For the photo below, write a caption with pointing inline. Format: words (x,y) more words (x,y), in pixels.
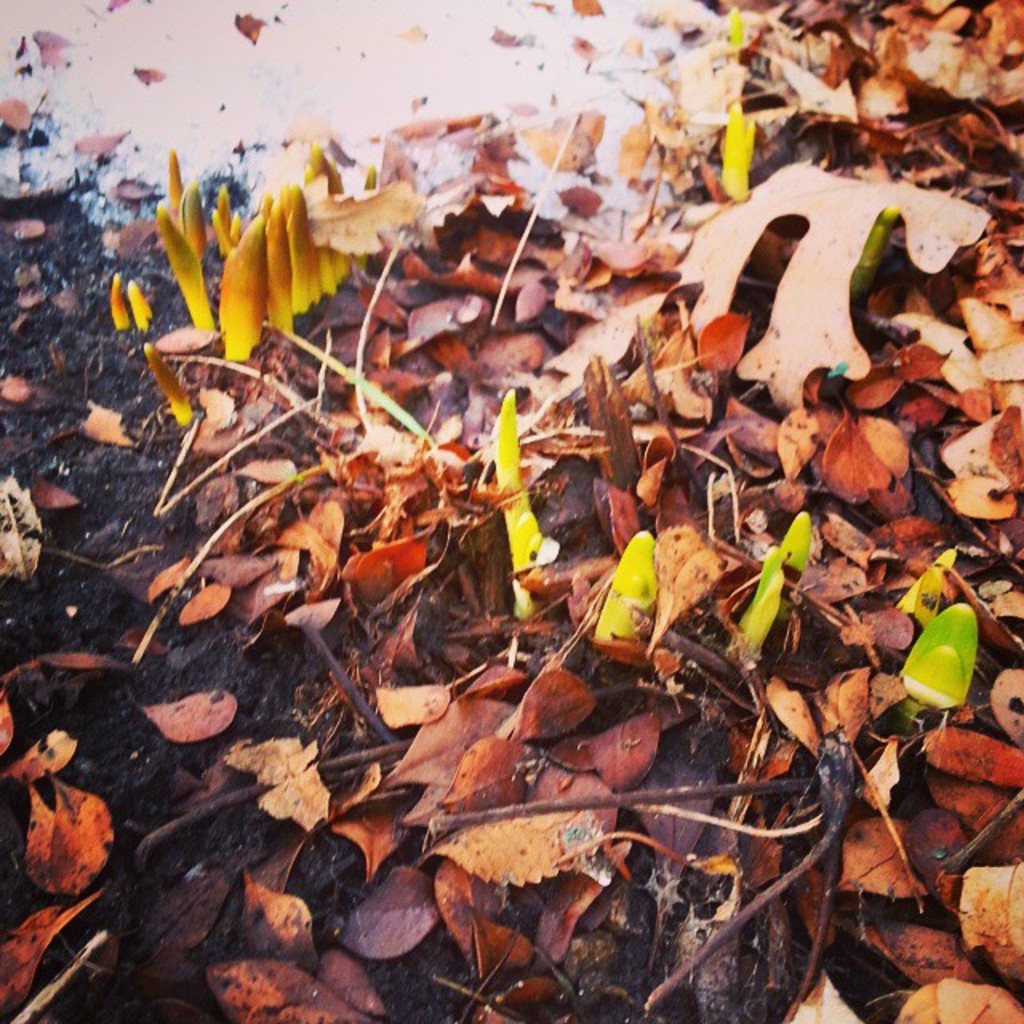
The picture consists of dry leaves (1009,607), soil (55,288), twigs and small plants (762,591). At the top (216,77) there is a white color substance (308,92).
